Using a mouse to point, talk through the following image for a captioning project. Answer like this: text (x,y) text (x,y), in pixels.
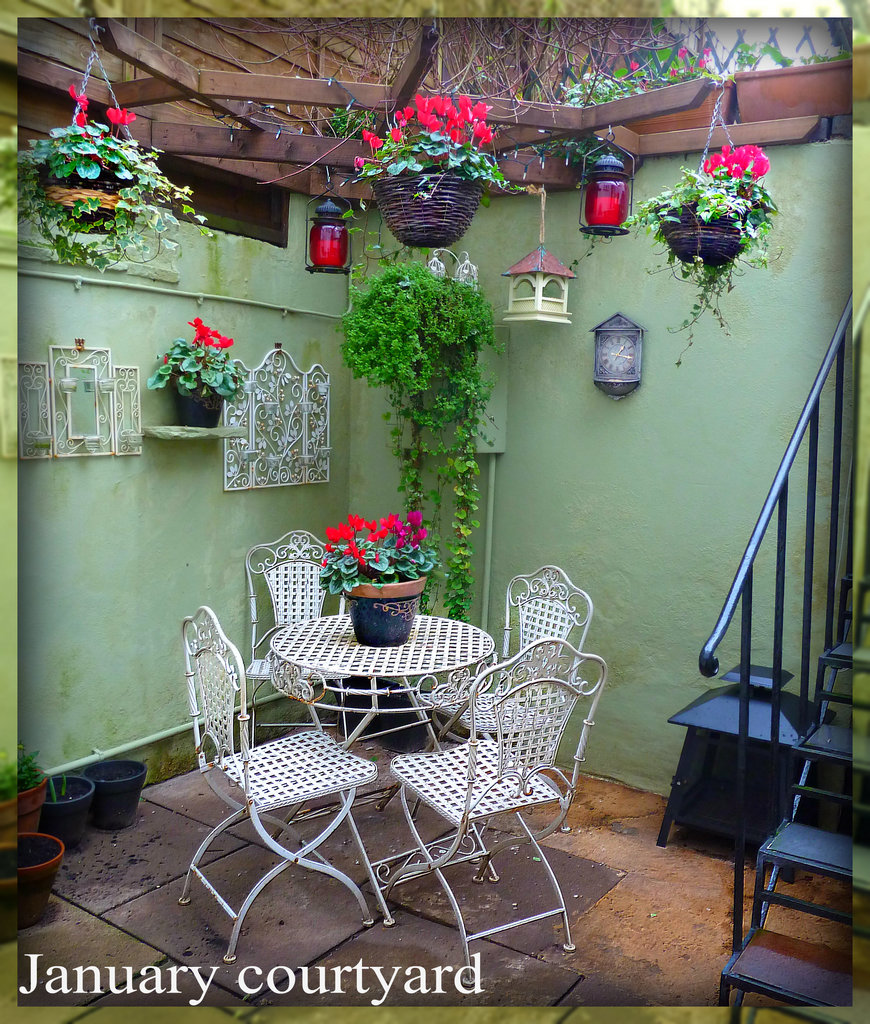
In this image, we can see some chairs (329,832) and there is a table (276,653), on that table (370,707), we can see a flower pot (370,611), there are some flower pots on the floor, on the right side (779,599), we can see the stairs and railing (836,444).
